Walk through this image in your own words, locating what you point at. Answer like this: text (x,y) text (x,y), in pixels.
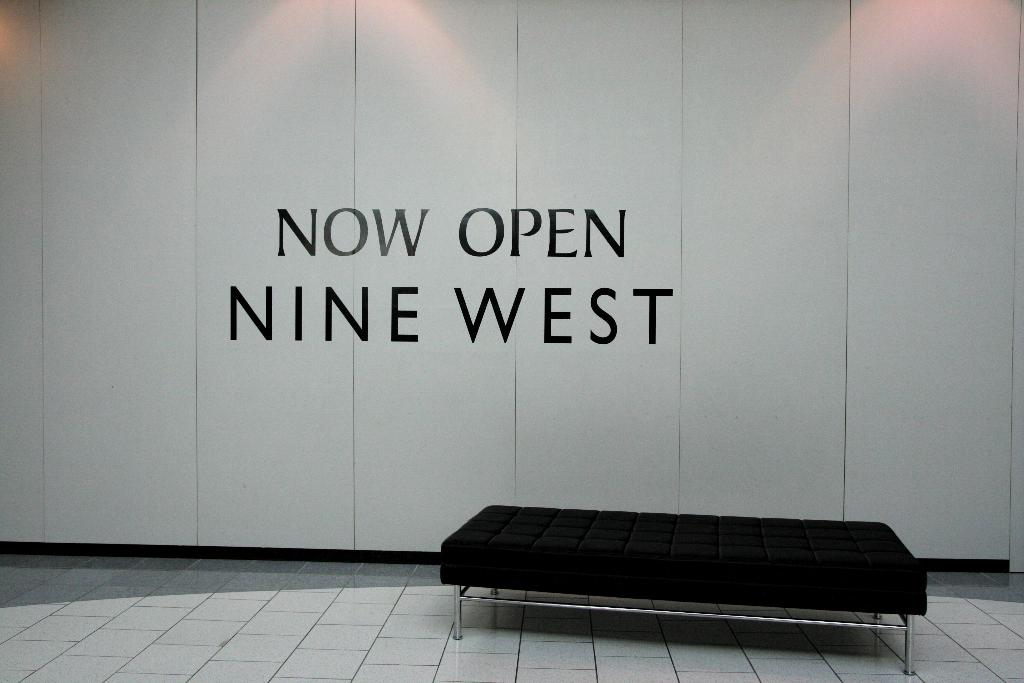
In front of the picture, we see a black color bench (745,572). Behind that, we see a white wall (472,382) on which "NOW OPEN NINE WEST" is written. At the bottom of the picture (268,609), we see the floor (310,644), which is white in color.
